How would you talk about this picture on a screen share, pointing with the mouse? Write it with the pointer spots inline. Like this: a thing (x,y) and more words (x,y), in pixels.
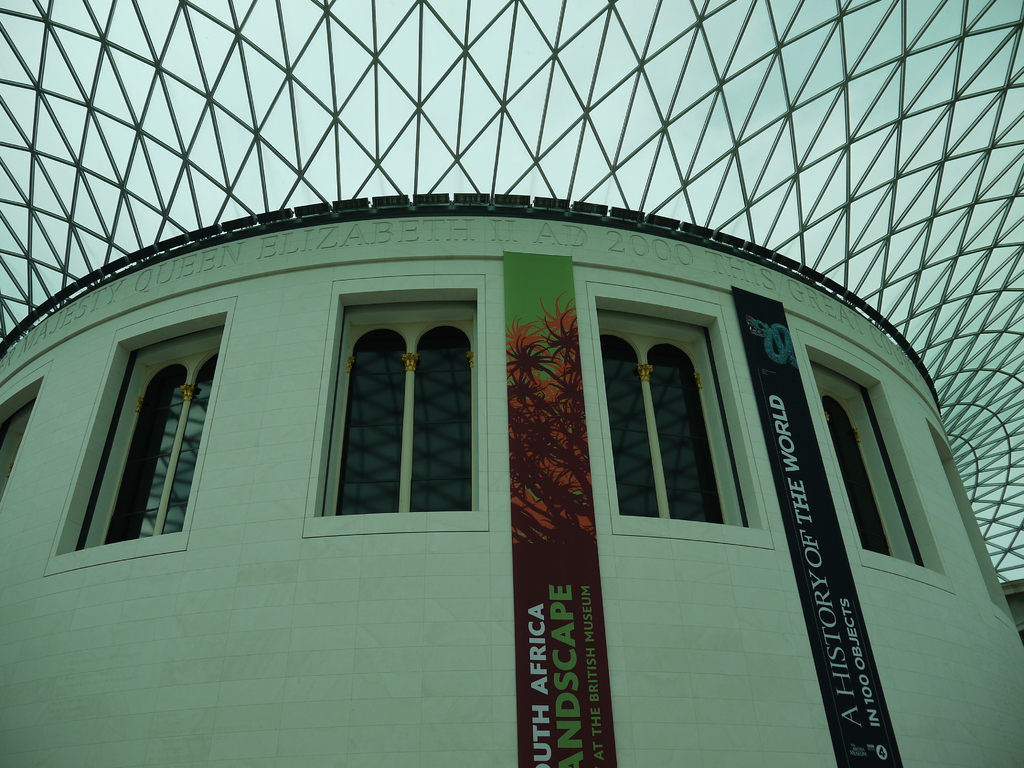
There is a building (251,349) with windows (180,363). On the building (695,617) there are banners (817,601). And something is written on the building (827,306).
